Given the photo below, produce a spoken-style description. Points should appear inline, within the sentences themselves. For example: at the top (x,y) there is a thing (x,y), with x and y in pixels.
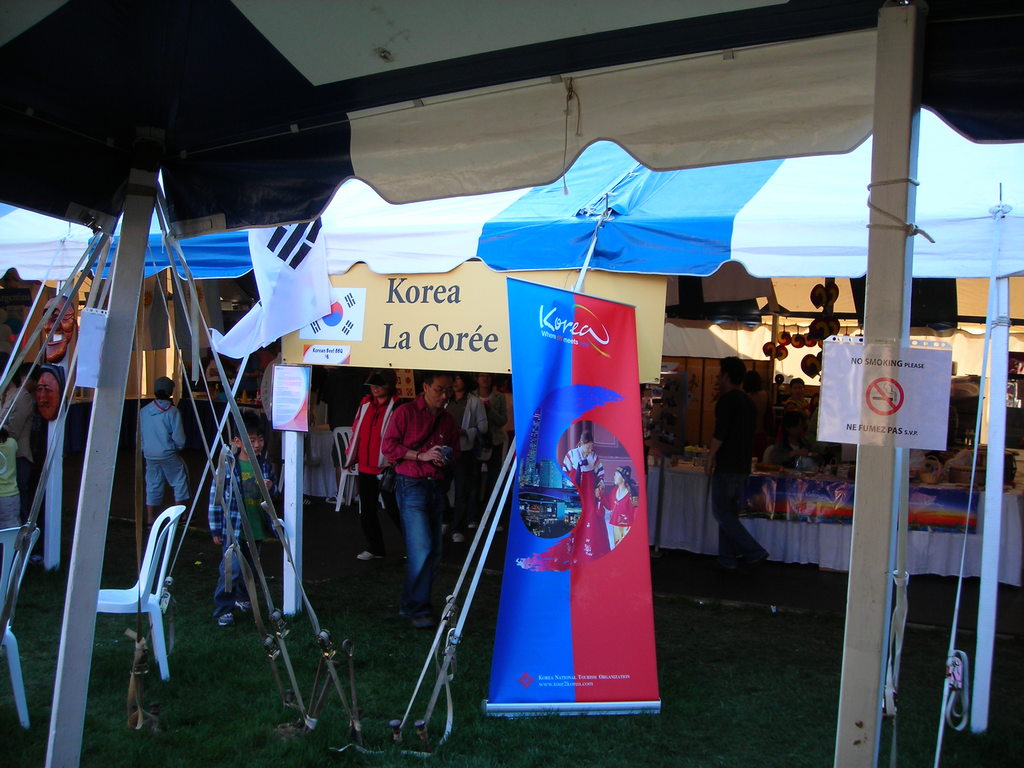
In this image we can see a group of people (491,478) and some chairs (112,603) on the ground (304,661). We can also see the tents (238,226), a board (424,303), banners (547,385) with some text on them, some poles (94,513), grass (822,676) and the flag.
